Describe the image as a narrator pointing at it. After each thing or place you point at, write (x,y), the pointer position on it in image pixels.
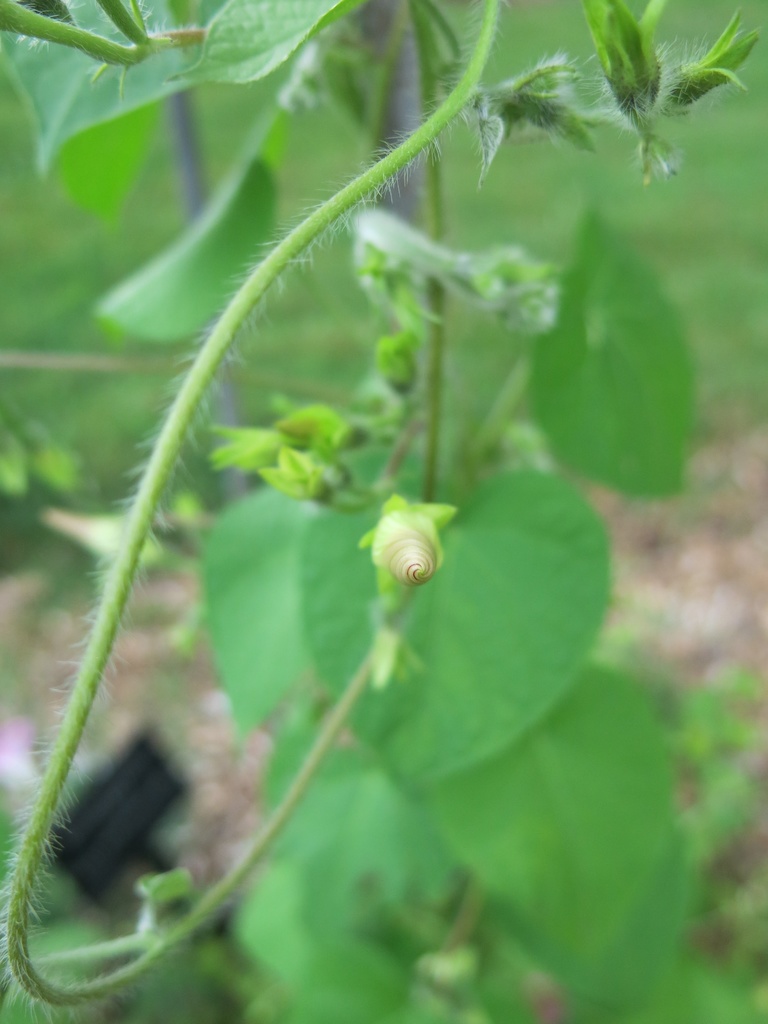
In this image there are plants (527,669) in the front (357,227) and the background (675,212) is green.
